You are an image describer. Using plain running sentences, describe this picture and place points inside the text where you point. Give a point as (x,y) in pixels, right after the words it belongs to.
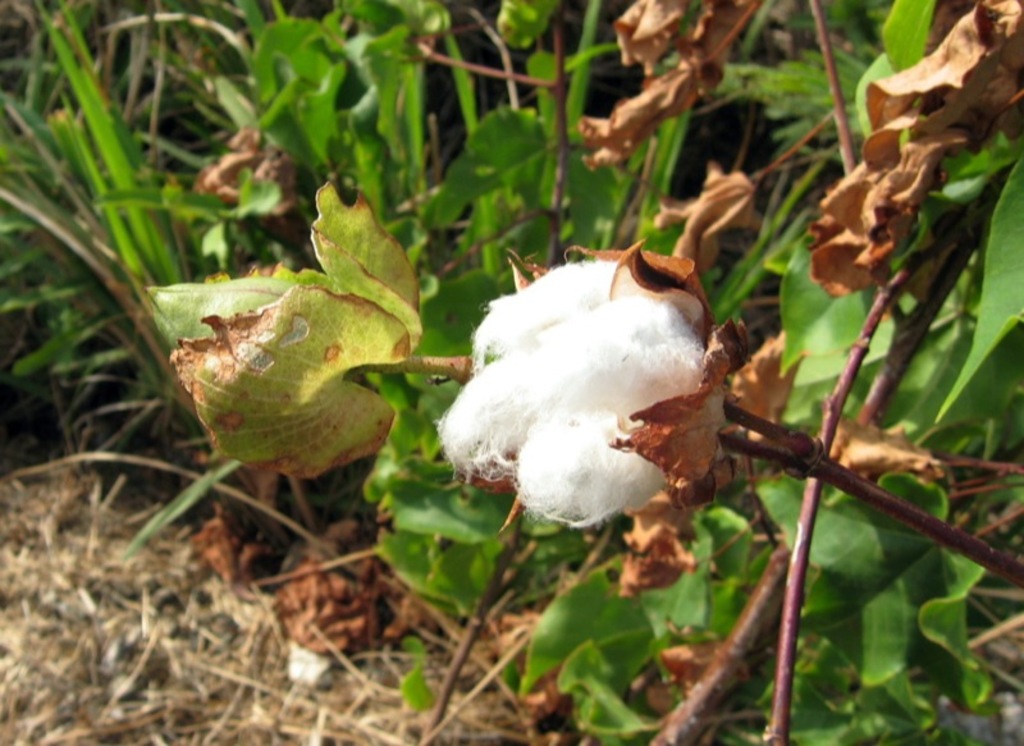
In this image we can see a cotton plant (723,476). At the bottom (245,687) there is grass (196,523) and we can see leaves (440,394). In the center (526,401) there is a cotton (587,405).
